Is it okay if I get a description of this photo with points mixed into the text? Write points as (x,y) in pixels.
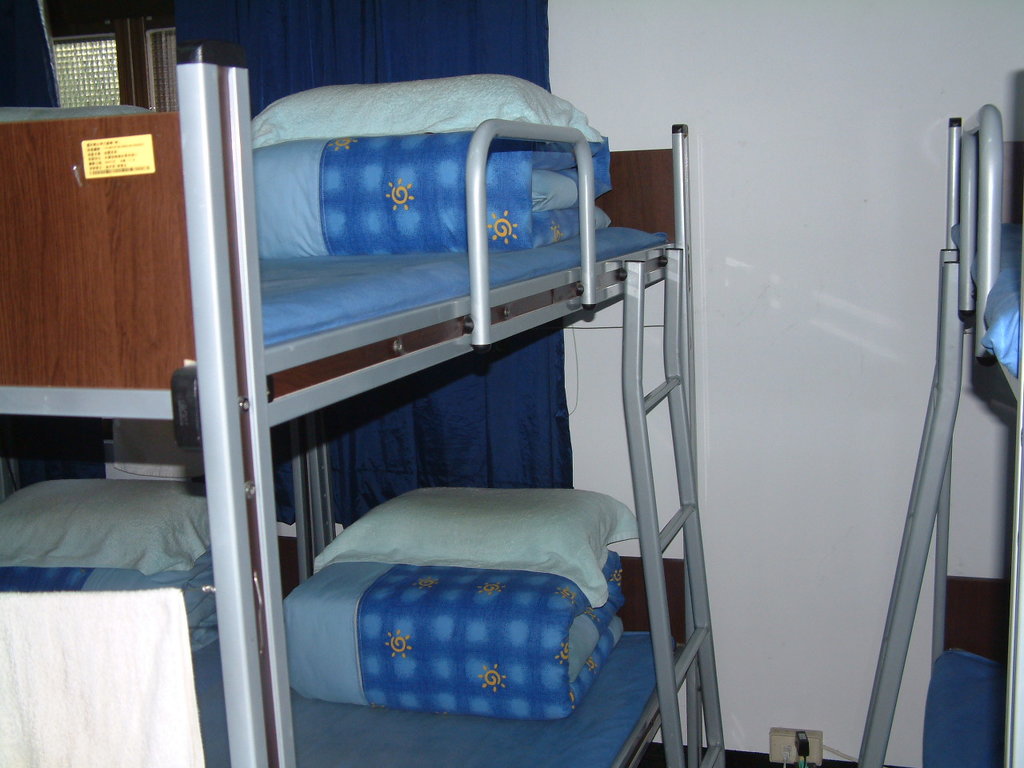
This picture shows couple of double bunk beds (1009,177) and we see pillows (441,526) and blankets (441,251) and we see a curtain (211,4).
